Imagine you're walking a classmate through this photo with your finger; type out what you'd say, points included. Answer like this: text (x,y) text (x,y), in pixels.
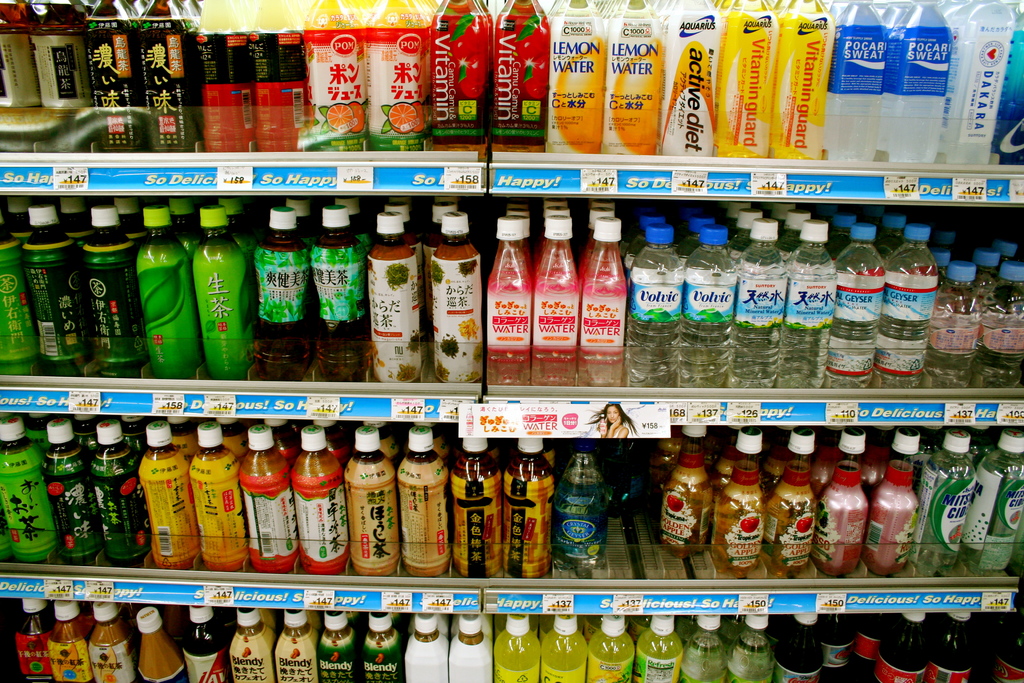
There are many racks (289,161). On this there are different varieties of bottles (799,283) are kept. And there are labels (413,318) on the bottle (380,314).
